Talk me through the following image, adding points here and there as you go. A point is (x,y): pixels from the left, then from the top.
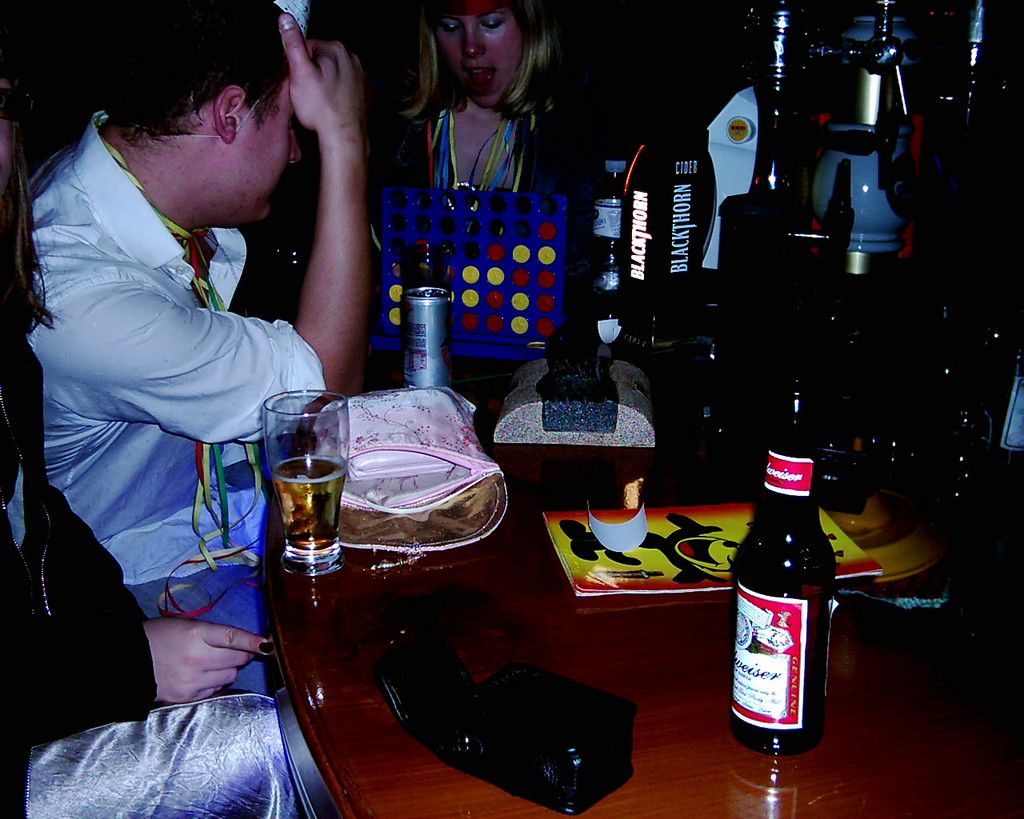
Here we can see a group of people (258,330) sitting on chairs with table (651,612) in front of them having beer (787,465) and glasses of beer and handbags (479,456) and coke tins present on it
